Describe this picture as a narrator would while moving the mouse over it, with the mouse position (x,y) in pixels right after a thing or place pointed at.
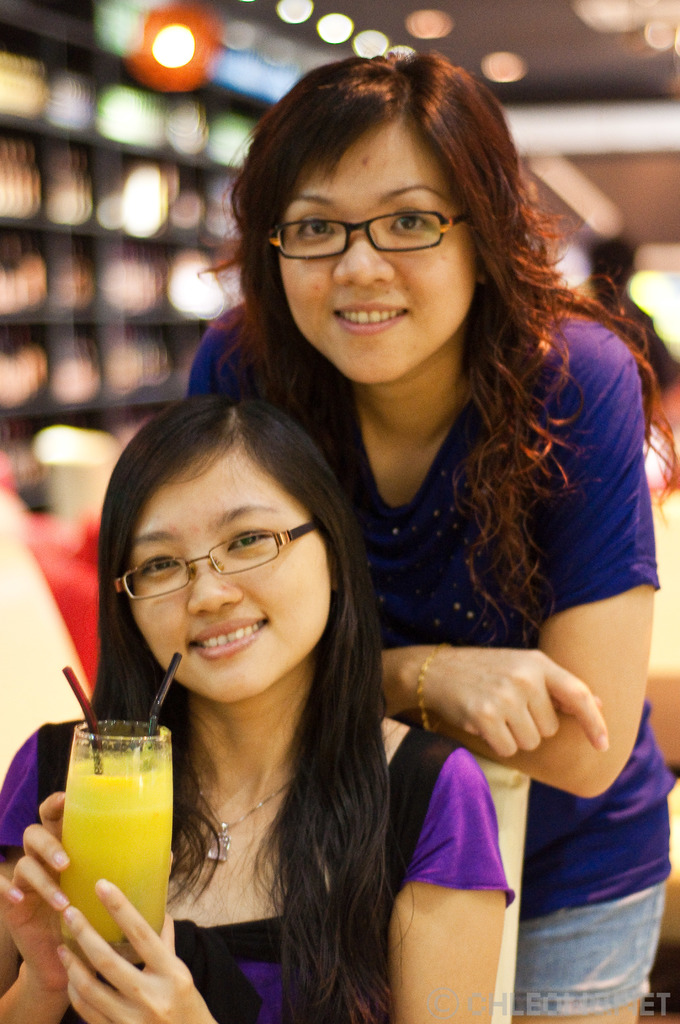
In this picture I can see a woman (126,1018) holding a glass (167,788) and sitting on the chair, there is another woman (457,549) standing and smiling, there is blur background (12,258) and there is a watermark (565,996) on the image.
